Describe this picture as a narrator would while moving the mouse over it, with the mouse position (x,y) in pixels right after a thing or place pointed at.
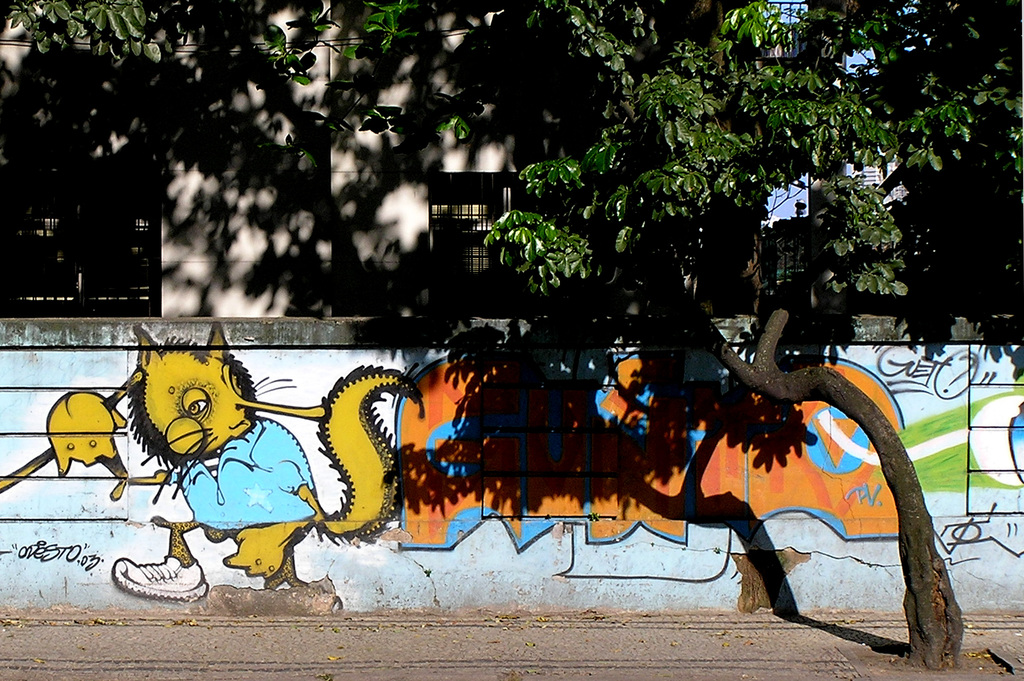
In this image I can see a painting (449,452) on the wall (486,508). I can see a tree (909,495). In the background (179,242) I can see a building (346,308).
